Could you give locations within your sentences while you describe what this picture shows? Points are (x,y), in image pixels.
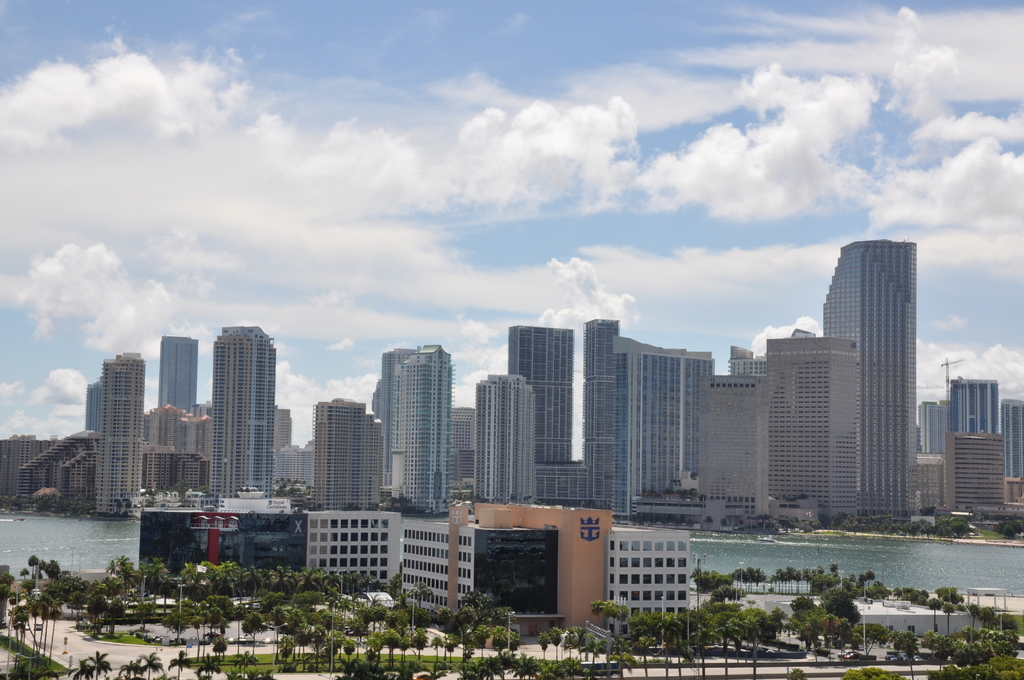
In this picture I can see the trees (185,625), few buildings (491,577) in the front (409,588) and in the middle of this picture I can see the water (727,568). In the background (366,470) I can see few more buildings (765,402) and the sky (712,218).
